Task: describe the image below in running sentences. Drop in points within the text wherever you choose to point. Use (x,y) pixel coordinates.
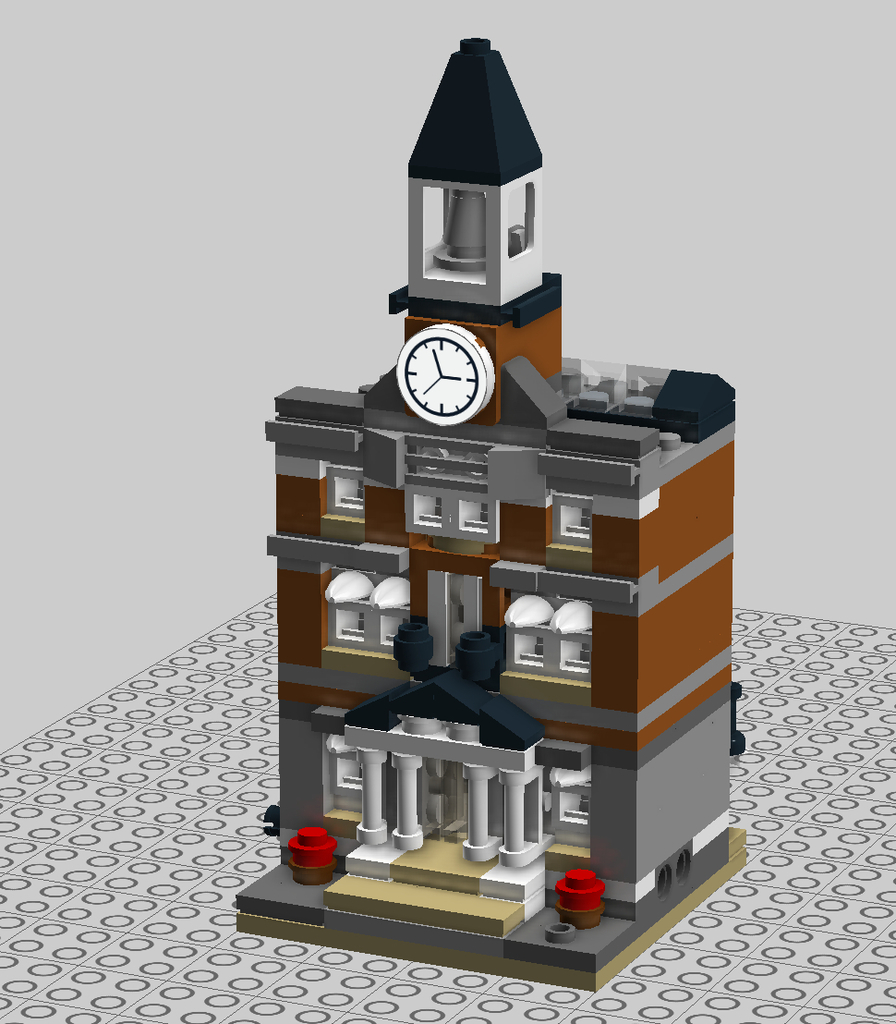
This is an animated image. Here I can see a toy building (451,570) which is placed on the floor (138,903). The background (165,577) is in white color.
